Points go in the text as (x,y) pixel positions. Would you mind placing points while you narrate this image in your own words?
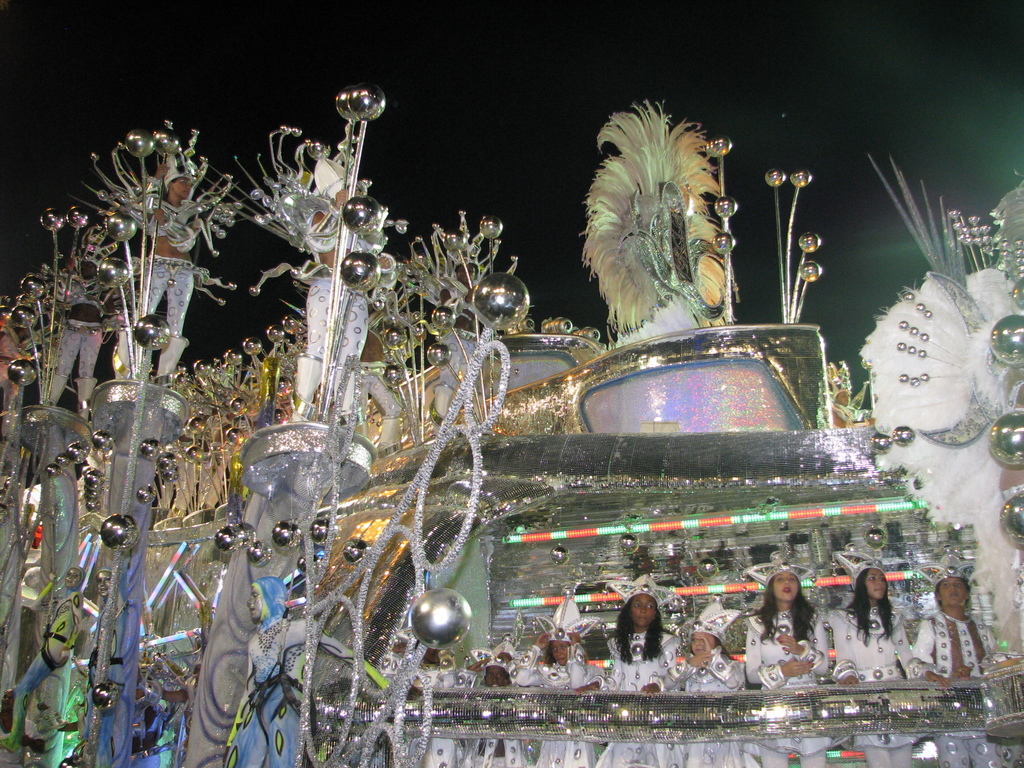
In this image we can see some people (985,650) in costumes (643,745) standing and holding objects (980,685). There is one decorated object (477,372) looks like a vehicle (784,336) and the background (52,184) is dark.
